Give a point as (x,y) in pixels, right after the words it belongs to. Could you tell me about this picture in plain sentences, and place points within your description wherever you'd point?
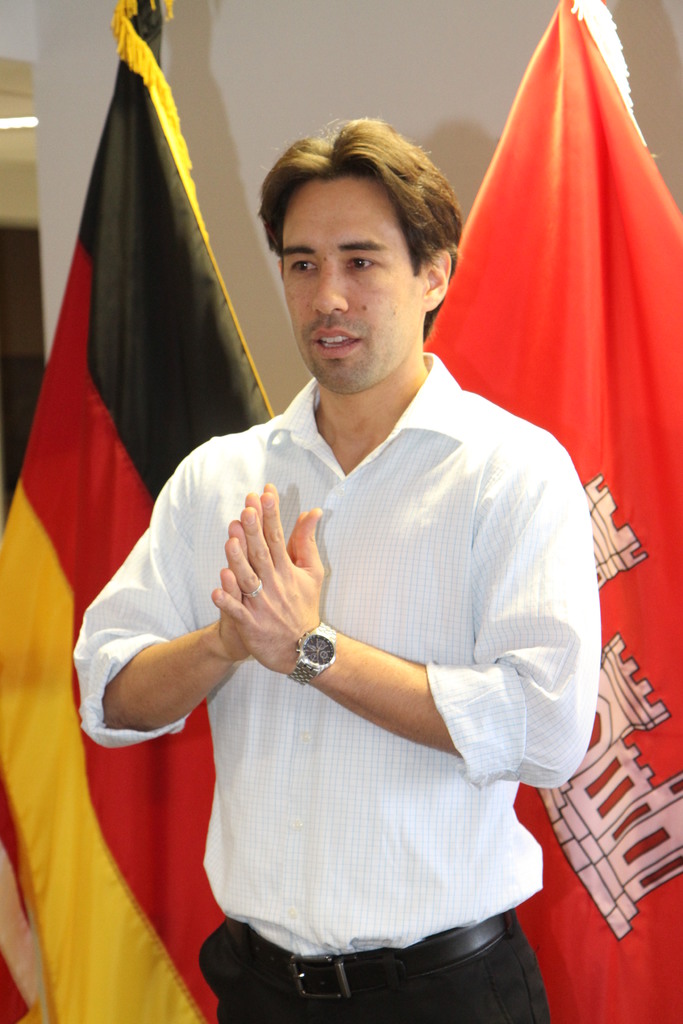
In this picture we can see a man (398,703) wearing white shirt (407,582), standing in the front (212,866). Behind we can see red and black flags (158,344).
